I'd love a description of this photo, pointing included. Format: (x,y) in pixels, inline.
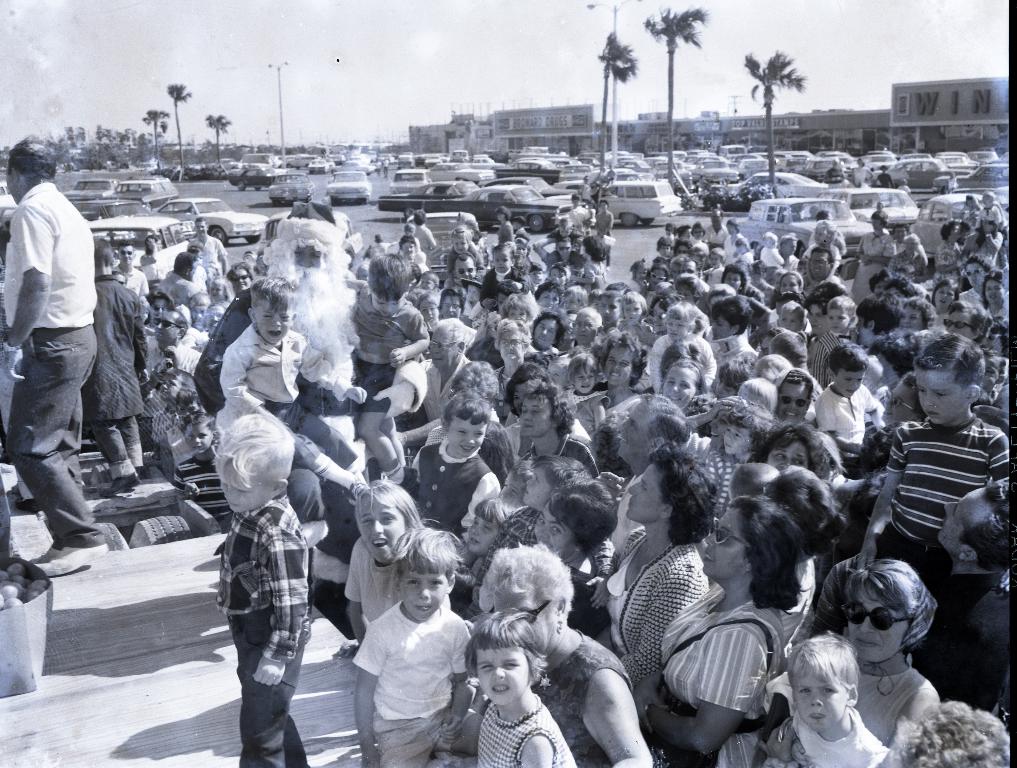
In this picture I can see vehicles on the road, there are group of people (274,734) standing, there are buildings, there are trees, and in the background (477,39) there is the sky (582,12).
